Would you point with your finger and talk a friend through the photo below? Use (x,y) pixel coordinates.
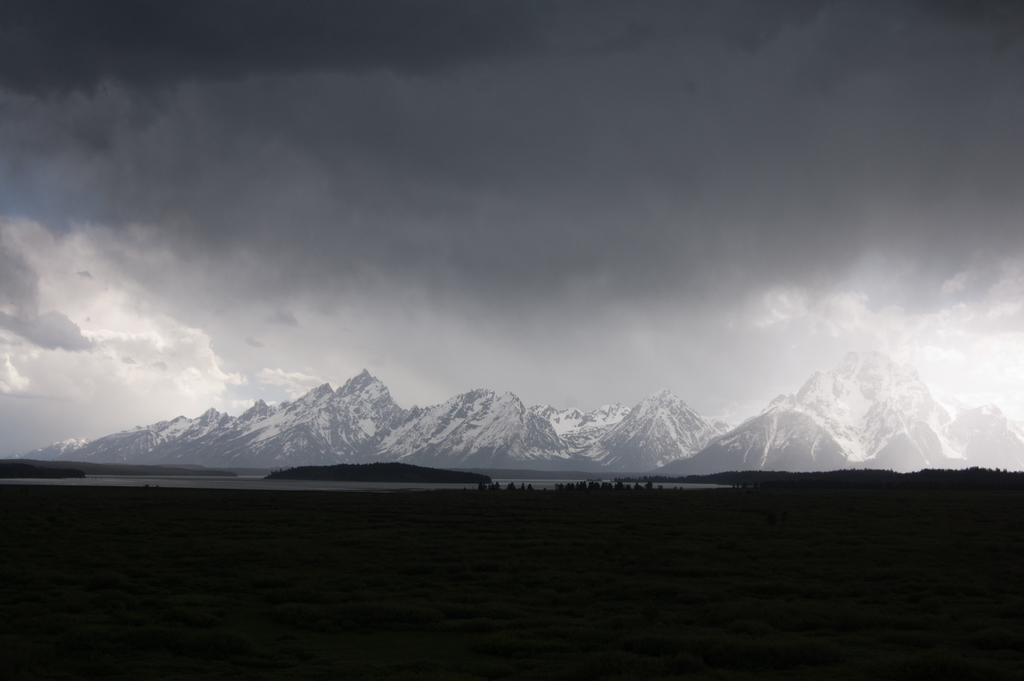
In this picture I can see trees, snowy mountains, and in the background (643,173) there is the sky (589,219).
